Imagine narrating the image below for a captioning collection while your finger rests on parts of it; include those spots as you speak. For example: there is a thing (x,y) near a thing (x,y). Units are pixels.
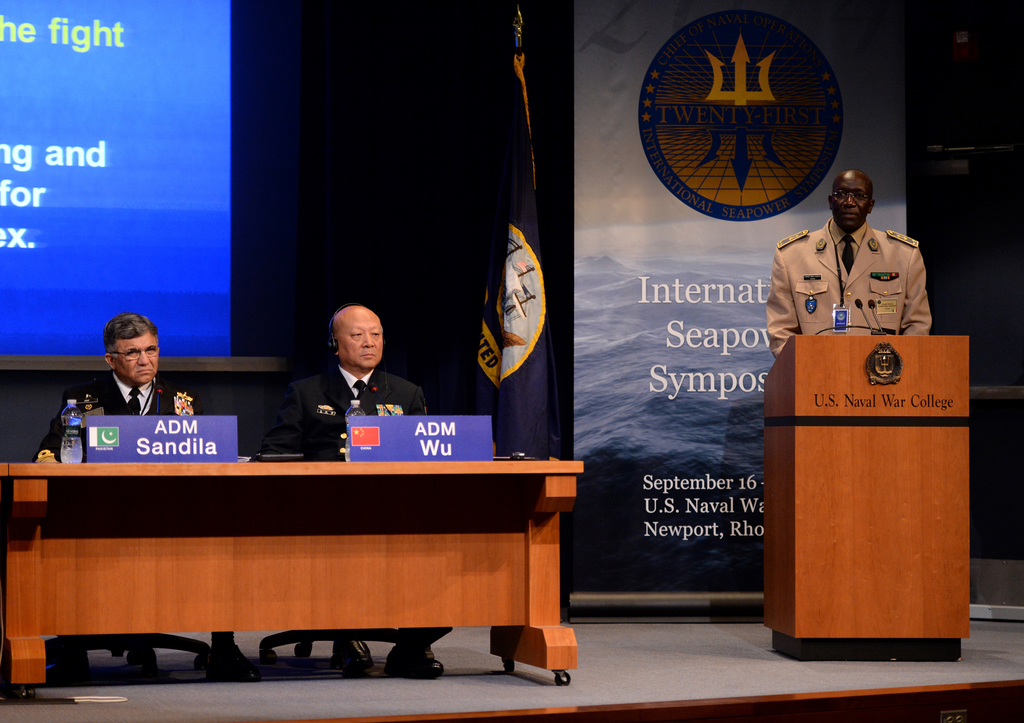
On the stage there are 3 people (859,291). Two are sitting on the chair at the table (399,518) and a person (845,256) is standing at the podium (885,419). In the background (164,336) there is a hoarding (688,360) and a screen (159,311).
